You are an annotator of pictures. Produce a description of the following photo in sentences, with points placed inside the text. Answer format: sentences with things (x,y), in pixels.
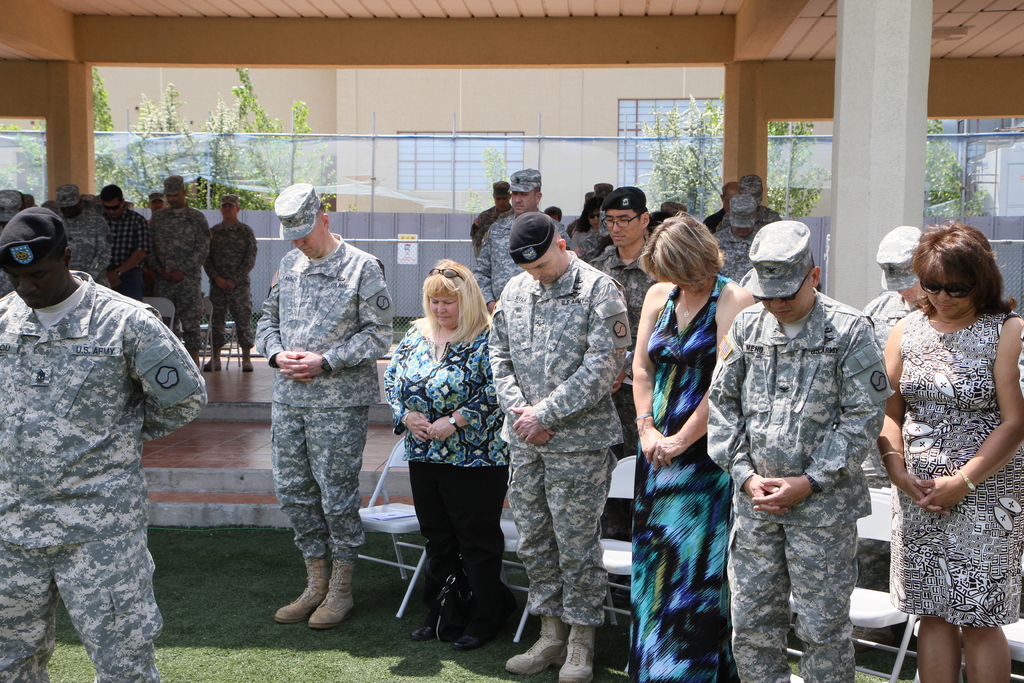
In the picture I can see people (538,375) wearing army uniforms (529,318), caps (806,256) and shoes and few more women (661,497) wearing dresses (977,391) are bowing their heads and standing on the grass (627,674). Here we can see the chairs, pillars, fence (34,190), trees (710,114) and the house (630,84) in the background (692,129).
